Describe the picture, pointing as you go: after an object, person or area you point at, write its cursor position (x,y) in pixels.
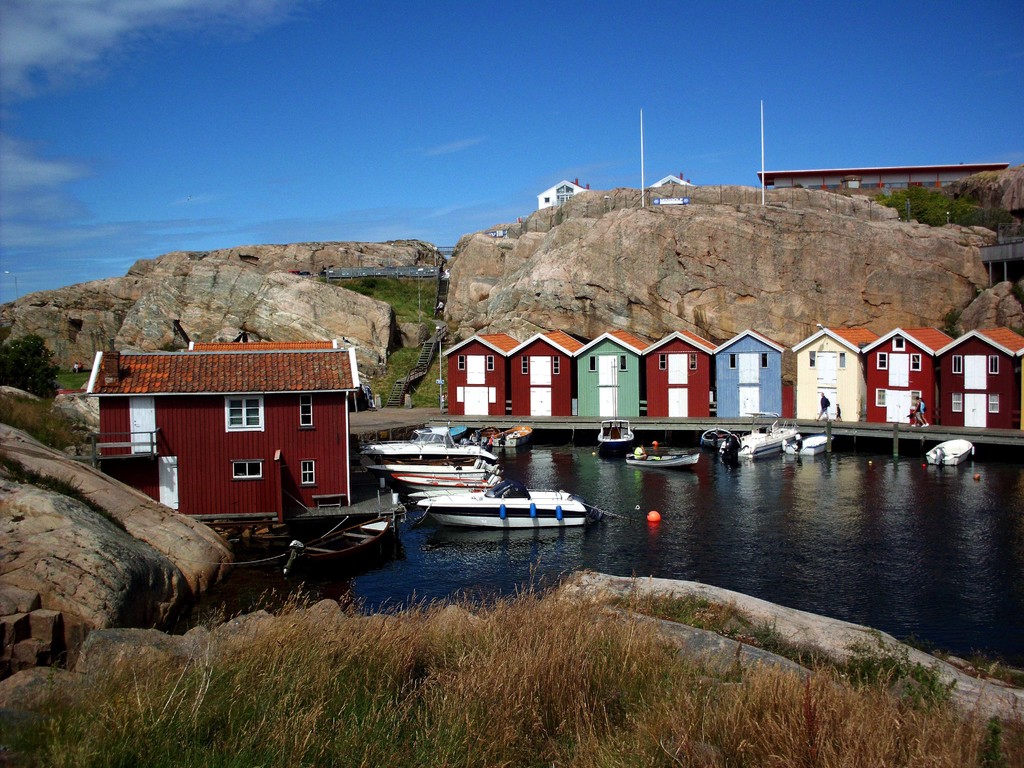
There are stones (273,621), grassland (477,620), and water (504,577) in the foreground area of the image (581,640). There are boats (577,499) on the surface of water (548,446), houses (475,392), it seems like mountains (683,229), poles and the sky (593,170) in the background (595,191).
